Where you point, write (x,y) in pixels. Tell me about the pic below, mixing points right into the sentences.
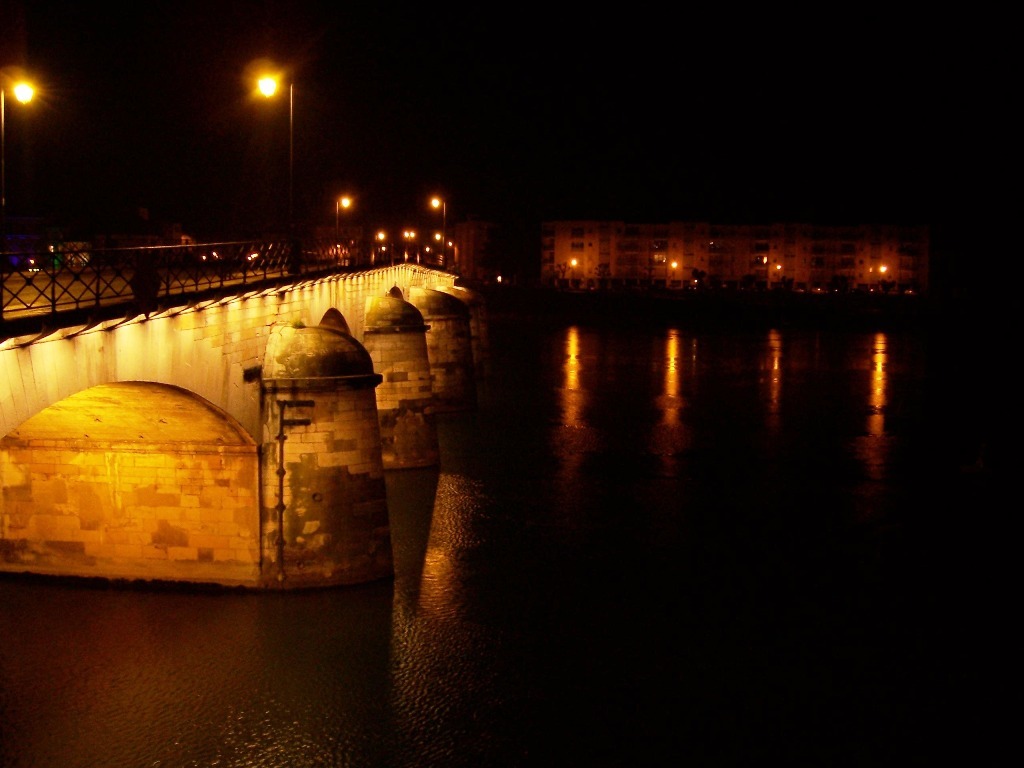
In this image there is a bridge (259,280) truncated towards the left of the image (42,286), there are poles (291,132), there are street lights (405,235), there is a pole (3,101) truncated towards the left of the image (30,97), there is a building (586,247), there are lights (672,263), there is a river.
